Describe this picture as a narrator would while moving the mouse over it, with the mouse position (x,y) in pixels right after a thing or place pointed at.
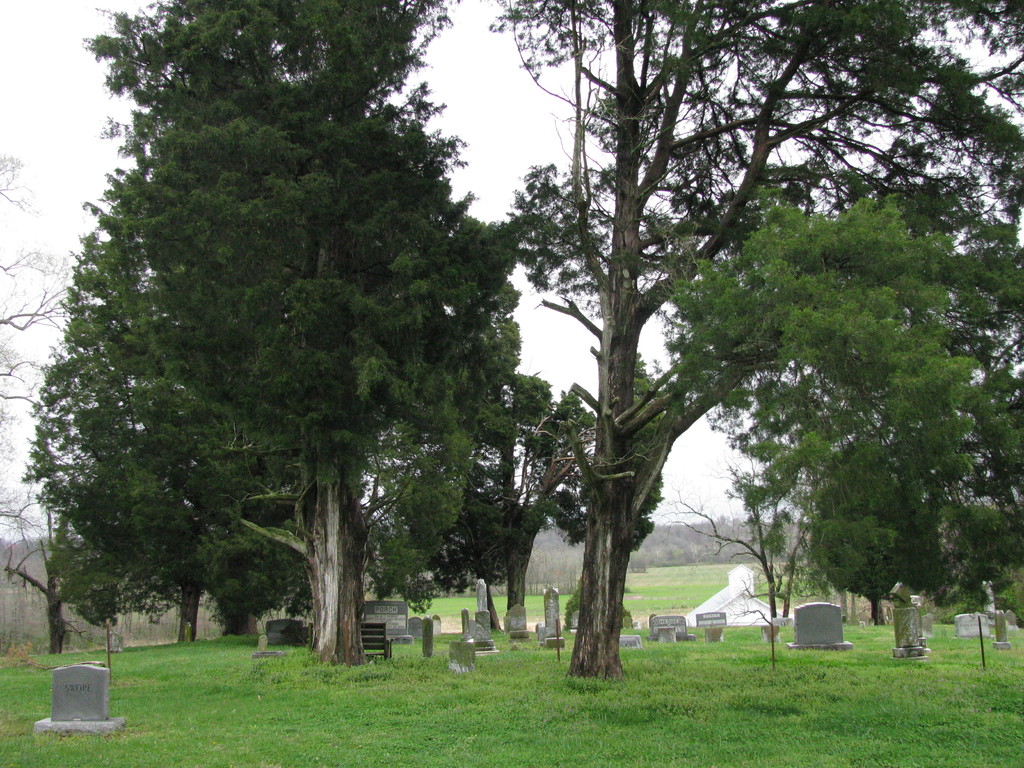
In this image, we can see graveyard stones (80,704). There are some trees (549,503) in the middle of the image (461,338). There is a grass (410,730) on the ground (425,728). In the background of the image (719,475), there is a sky (720,447).
